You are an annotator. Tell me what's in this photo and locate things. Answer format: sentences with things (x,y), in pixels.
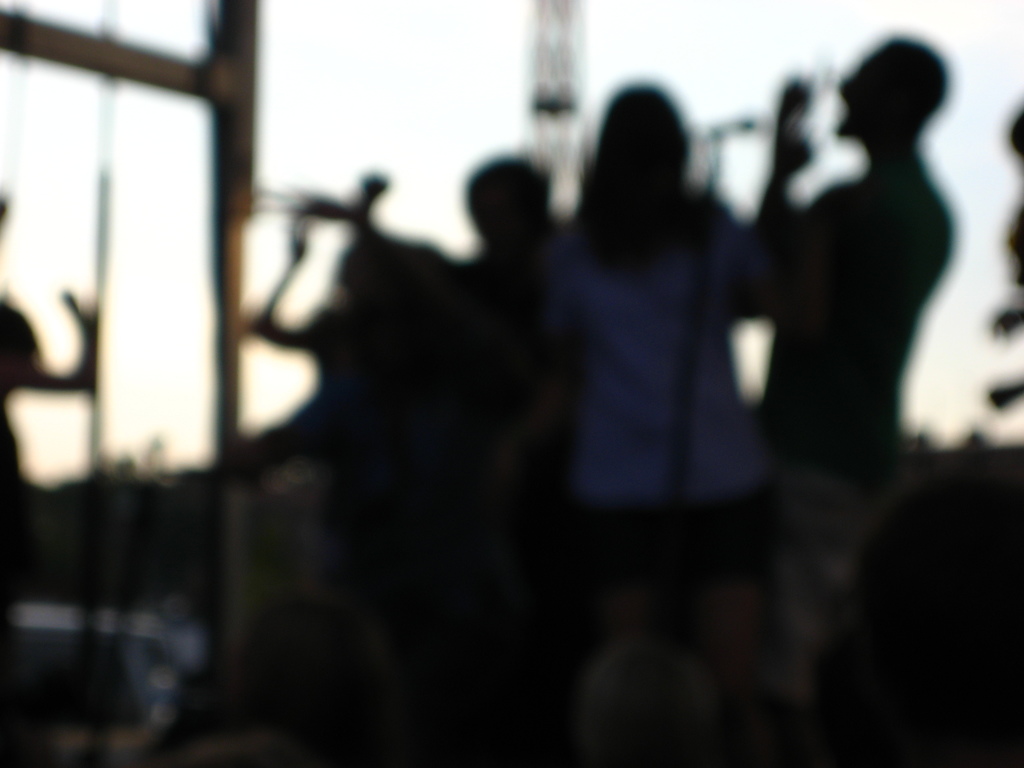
This image is blur. In this picture we can see some persons (669,264), mic (726,133), poles (218,257), tower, sky (342,15).
